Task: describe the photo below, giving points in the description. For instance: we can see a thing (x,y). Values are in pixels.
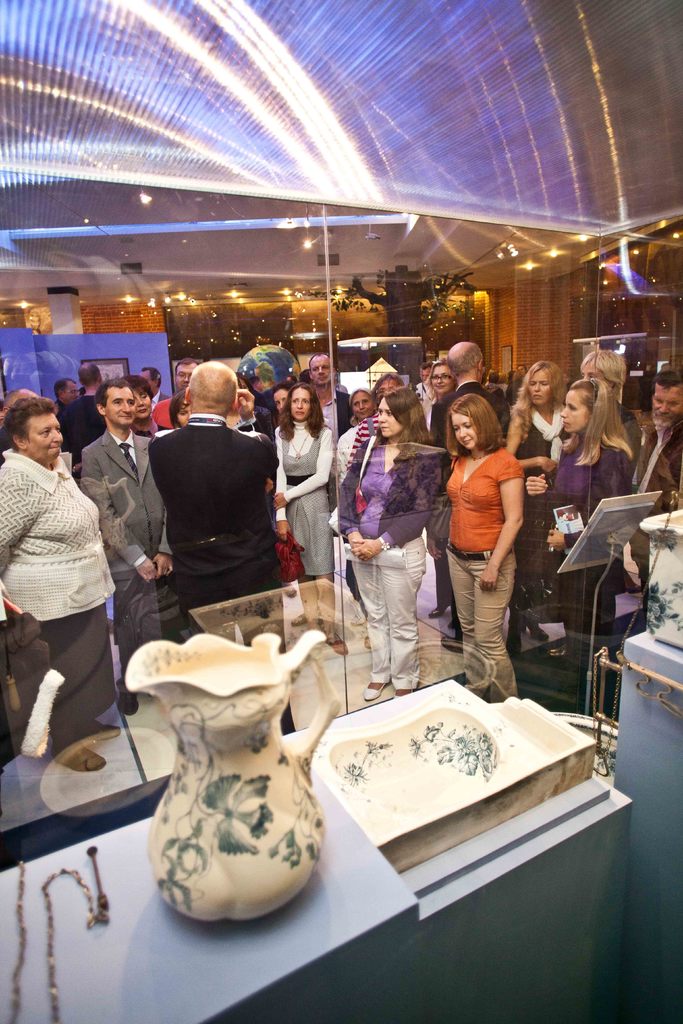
In this image I can see group of people (156,530) standing, in front (252,486) the person (261,490) is wearing black color dress (240,482). I can also see a white color jug (264,816) on the white color surface (259,938), background (535,339) I can see few lights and the wall (516,334) is in brown color.
